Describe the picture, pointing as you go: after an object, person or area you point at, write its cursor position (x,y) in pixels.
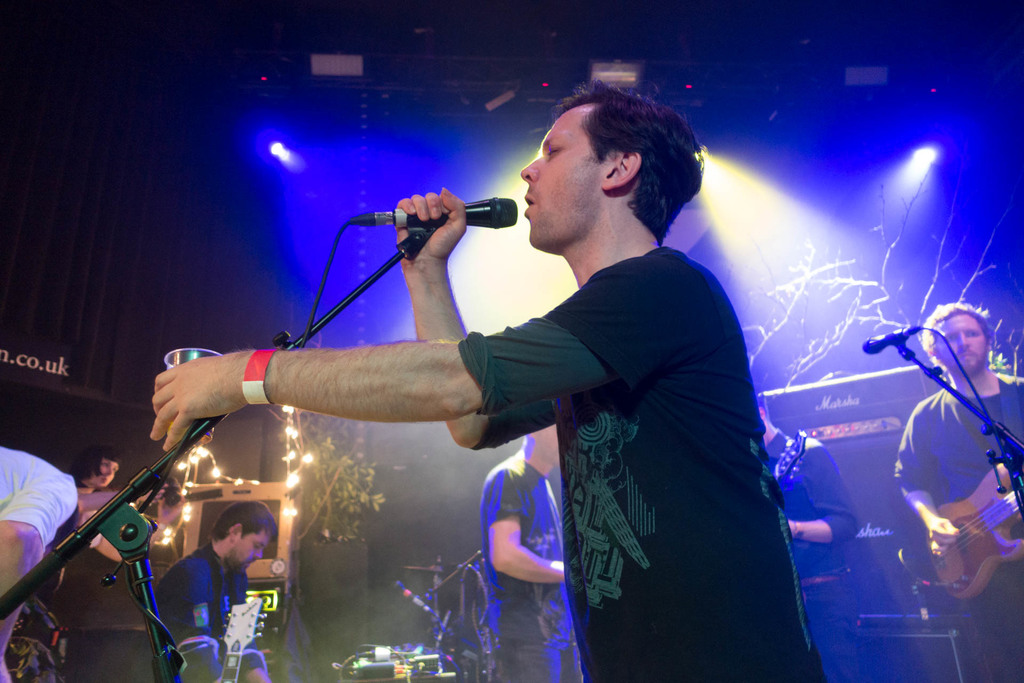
In the image we can see there is a person (641,269) who is standing and holding mic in his hand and others are playing musical instruments (962,564). In the back side (326,470) there is plants (333,510) and other lightings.
